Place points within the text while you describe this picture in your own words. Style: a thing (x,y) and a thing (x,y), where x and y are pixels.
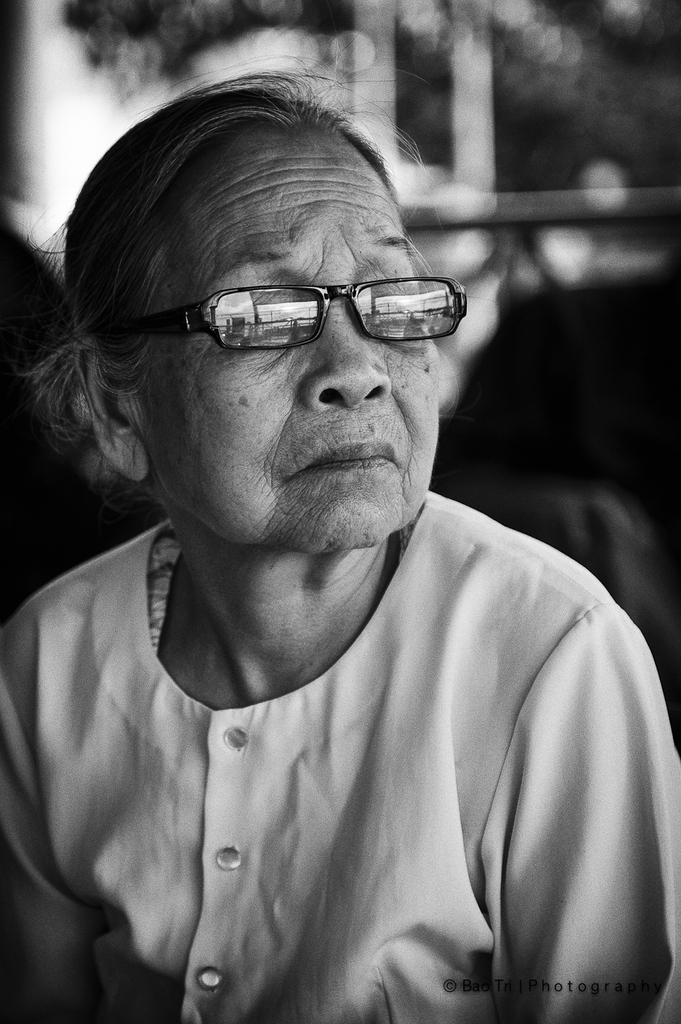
In this image there is an old woman (269,492) wearing glasses (388,325). The background (527,3) is blurry.
